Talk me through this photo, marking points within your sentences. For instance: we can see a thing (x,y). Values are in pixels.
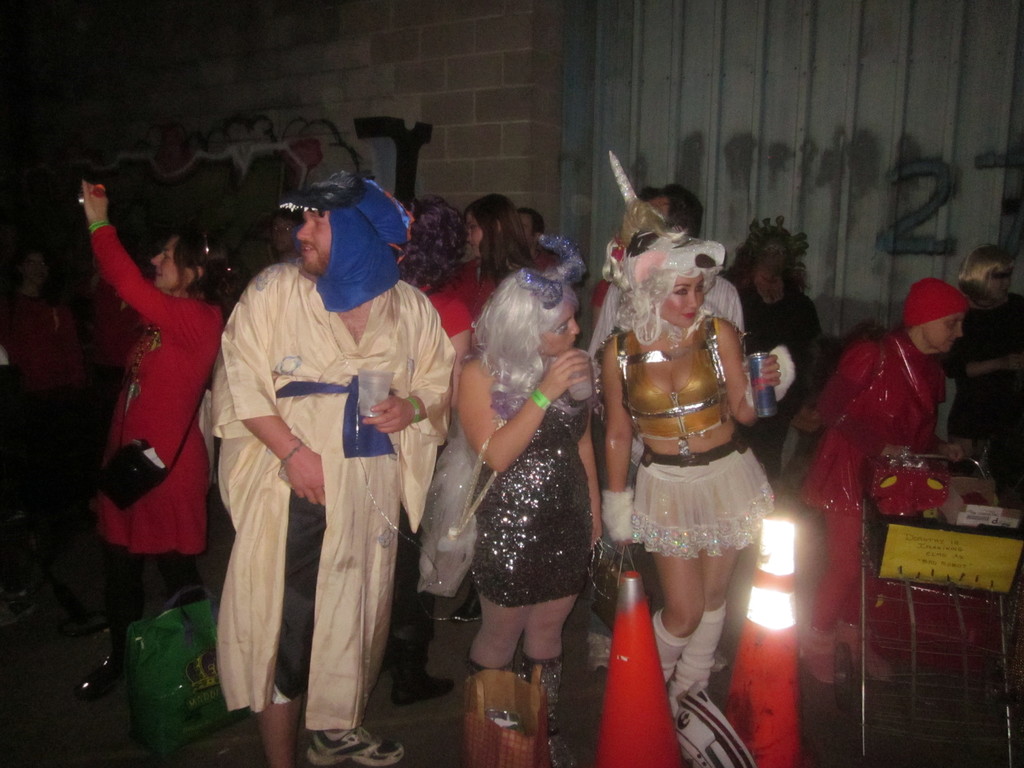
In this image I can see many people (872,392) are standing and wearing a fancy costume (387,336) and a woman (106,520) on the left side (101,202) taking pictures.
